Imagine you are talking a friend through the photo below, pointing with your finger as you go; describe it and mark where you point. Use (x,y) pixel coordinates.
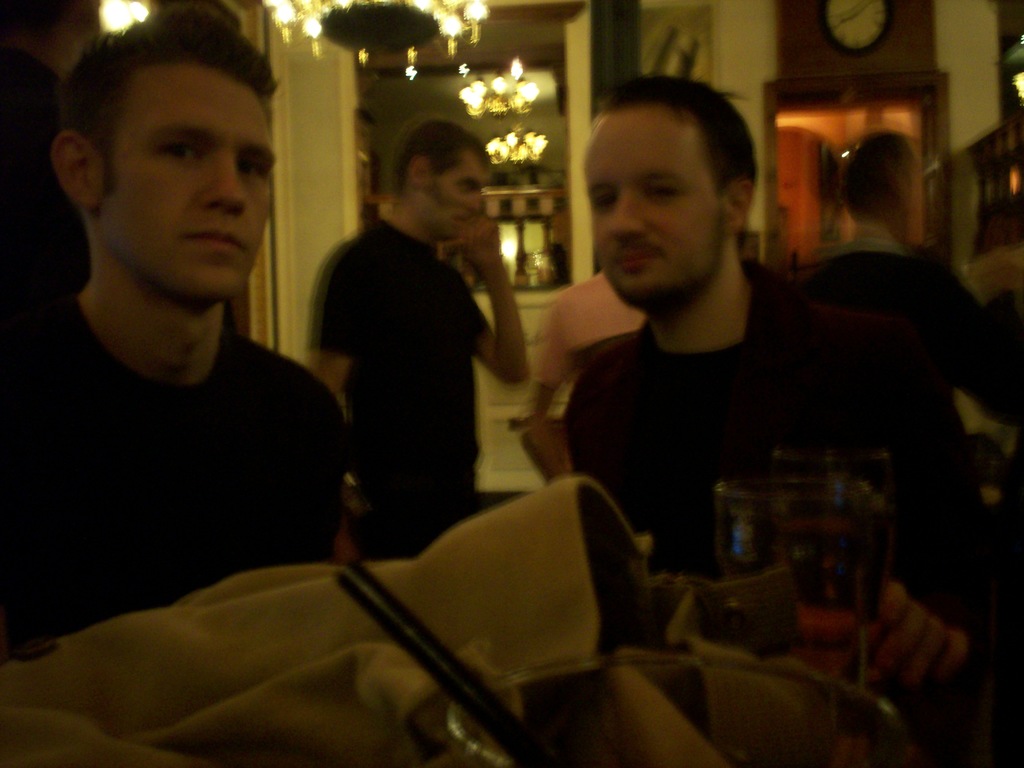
In this image there are two persons (676,322) sitting, there is a person (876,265) standing, there is a wall clock (860,24), there is wall (754,41), there are two glasses (792,556) on the surface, there is an object (289,656) on the surface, there is a mirror (504,111).
